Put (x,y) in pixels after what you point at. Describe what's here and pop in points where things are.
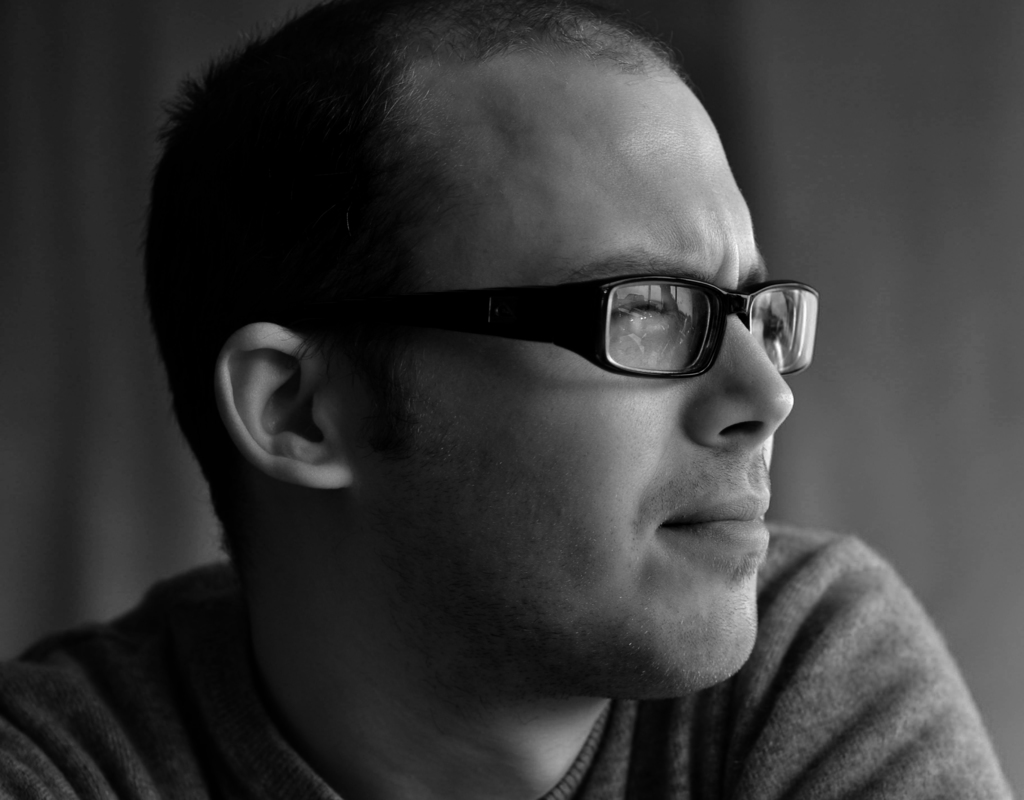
In this image we can see a person (559,421) wearing specs (642,372).
